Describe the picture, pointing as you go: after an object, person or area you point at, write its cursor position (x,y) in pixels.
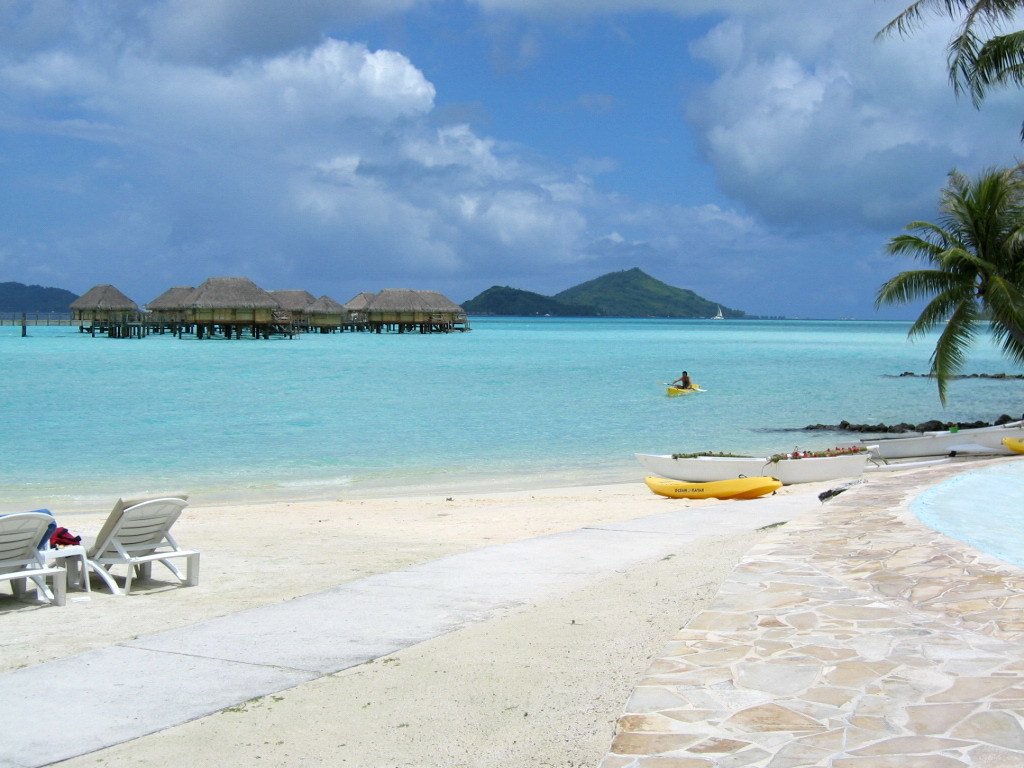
This image is taken outdoors. At the bottom of the image (567,700) there is a floor (187,716) and there is a ground (463,663). At the top of the image (112,159) there is a sky (248,166) with clouds (531,190). On the left side of the image (148,551) there are two resting chairs (87,553) on the ground (156,583). On the right side of the image (1021,339) there are two trees (945,337) and there are three boats (806,481) on the ground (811,485). In the middle of the image (621,433) there is a sea (685,400) and there are a few huts (179,313). In the background (67,296) there are a few hills (568,300).
